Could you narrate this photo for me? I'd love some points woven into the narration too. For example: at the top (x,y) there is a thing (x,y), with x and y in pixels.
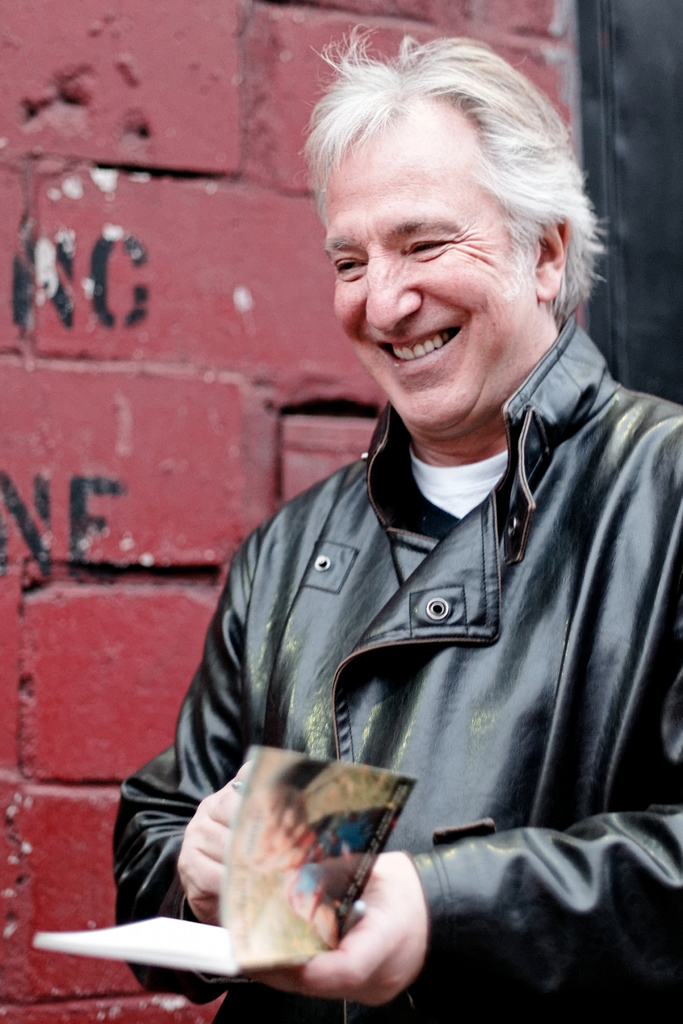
In this picture I can see a man (390,710) standing and holding a book (268,901) in his hands (374,928) and he wore a black color jacket (436,663) and I can see smile (400,350) on his face (391,309) and a wall (315,101) in the back (156,147) with some text (139,289).
